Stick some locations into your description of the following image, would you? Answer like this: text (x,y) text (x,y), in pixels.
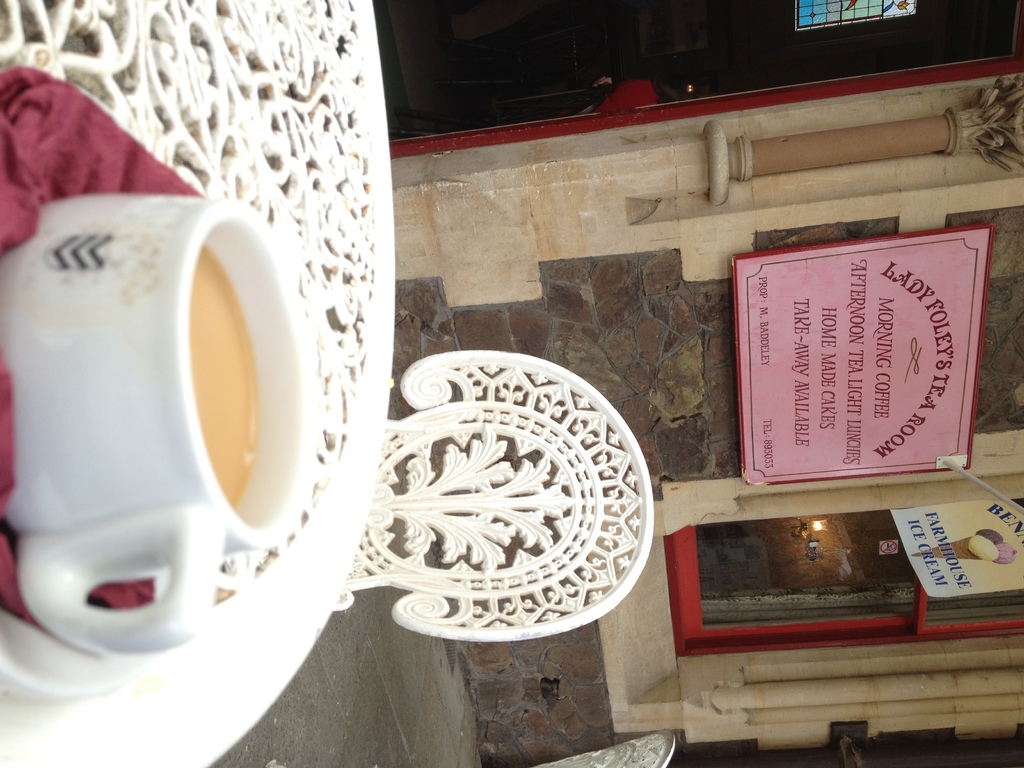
In the foreground of this image (336,404), there is a table (338,288) on which a cup of tea (173,397) in a saucer (52,642) is placed. In the background (485,502), we can see a chair (527,522), wall (720,309), pillar (871,139), door (826,48), a name board (899,315), a window (843,591) and the surface (420,697).
